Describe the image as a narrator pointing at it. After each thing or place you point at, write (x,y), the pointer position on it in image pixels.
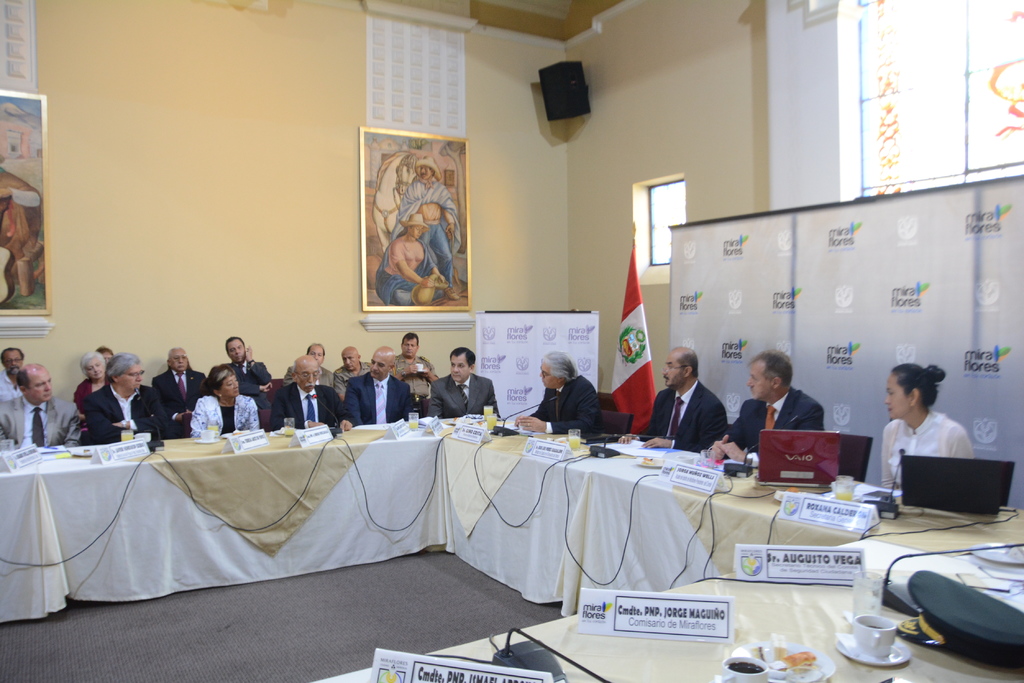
In the background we can see the frames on the wall (827,185). We can see window (674,222), speaker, flag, boards (712,480), floor (297,593), microphones (885,603) and few objects (824,660). We can see the people (519,427) are sitting. On the tables (973,567) we can see cloths (931,520), objects (782,466), cups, saucers (813,674), drinks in the glasses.
